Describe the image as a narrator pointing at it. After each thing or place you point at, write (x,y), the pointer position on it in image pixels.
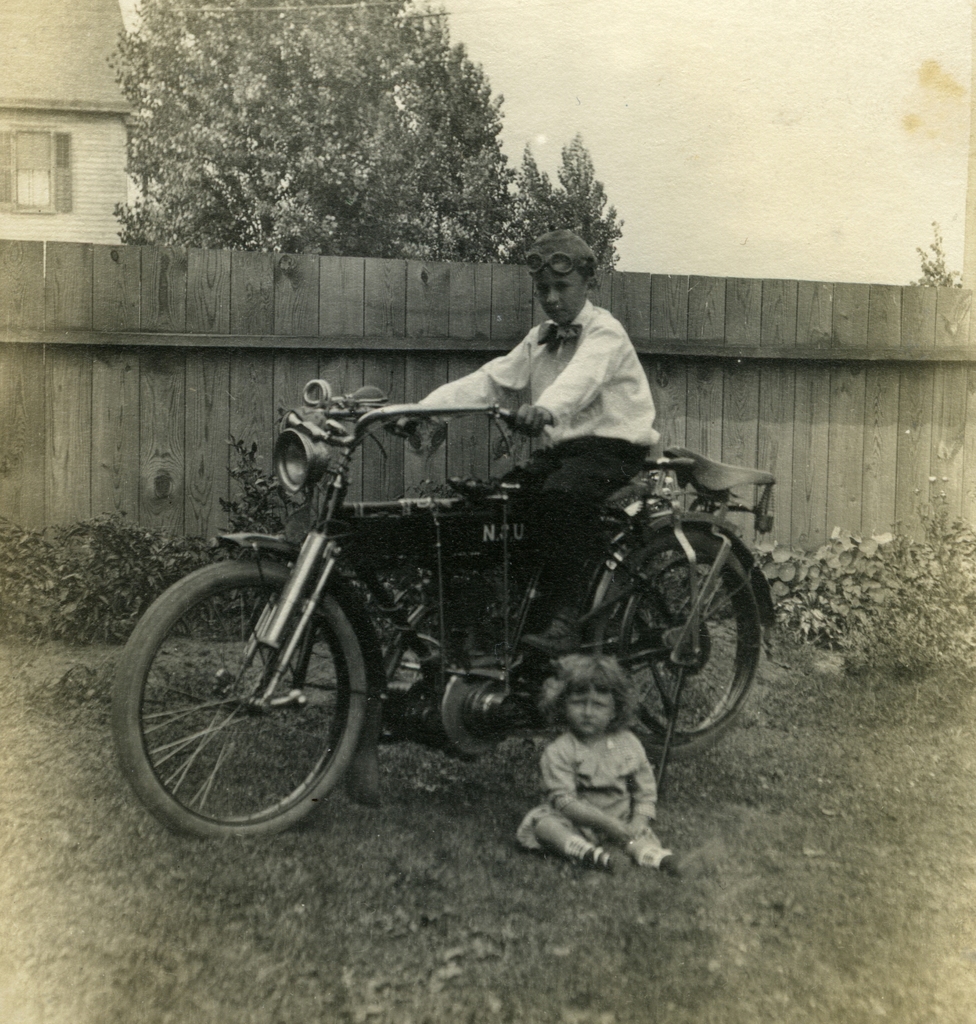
This is a black and white image. Here I can see a boy (502,371) sitting on a motorcycle (396,548), beside this a baby (576,781) is sitting on the ground (530,872). Both are looking at the picture. On the ground (390,948), I can see the grass (121,951). Behind the bike (479,590) there are few plants (837,568) and there is a fencing (260,284). In the background (302,186), I can see a tree (190,113) and a building (68,91). At the top of the image (730,94) I can see the sky (771,120).
